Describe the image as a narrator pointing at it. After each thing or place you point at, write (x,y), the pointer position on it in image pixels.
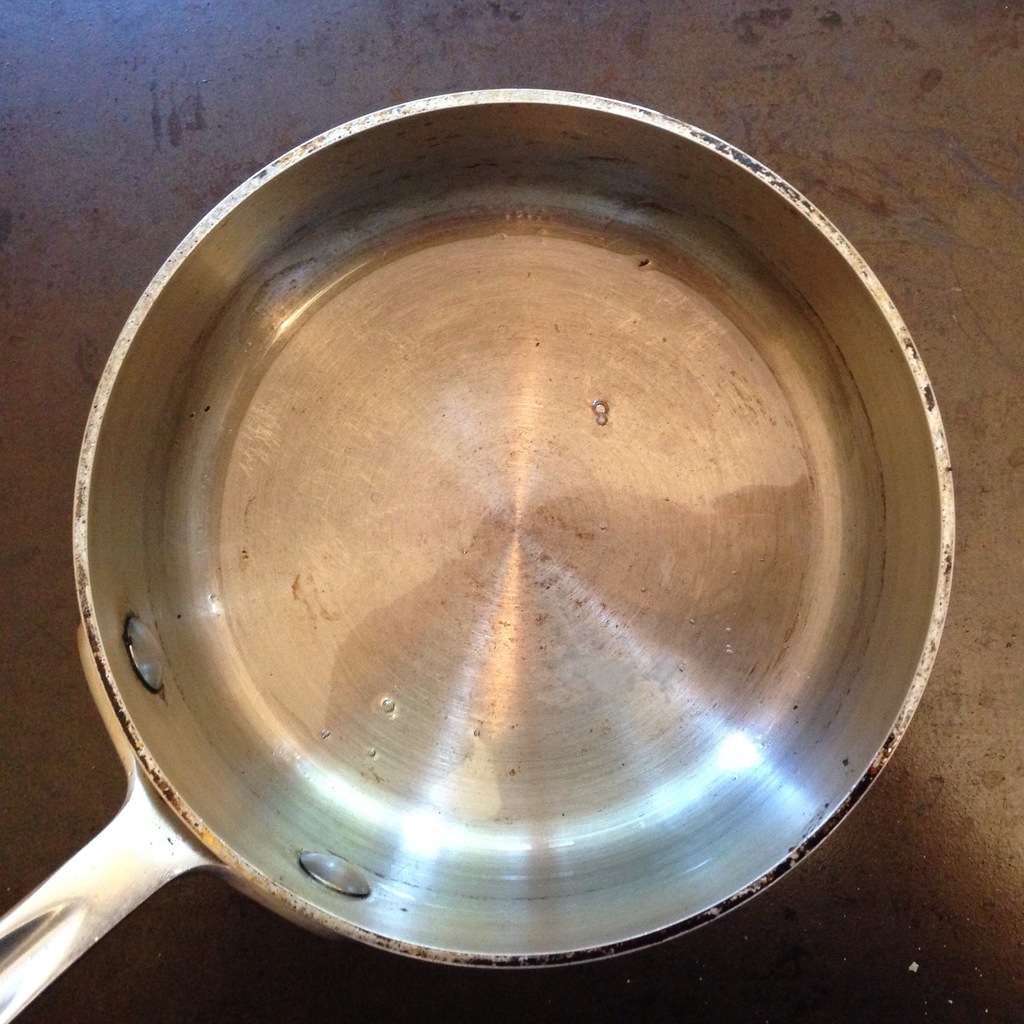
In this image there is a pan (712,764) on the floor (159,150).
